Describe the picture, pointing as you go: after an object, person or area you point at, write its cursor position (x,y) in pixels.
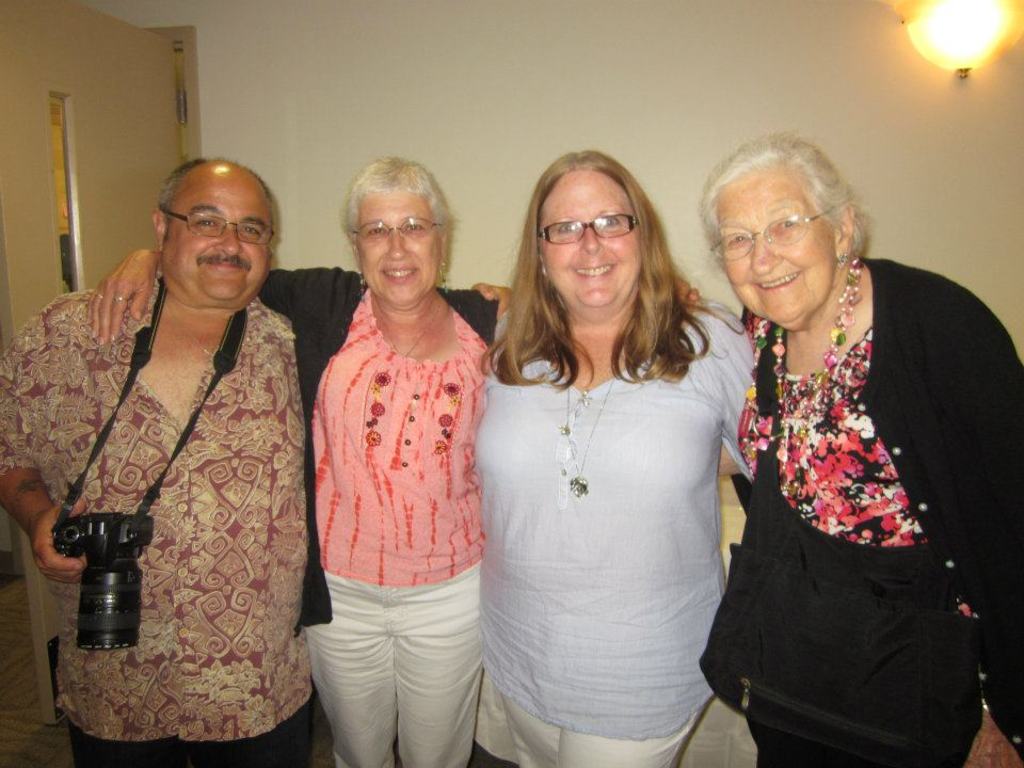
In the image in the center (513,389) we can see four people (562,437) were standing and they were smiling, which we can see on their faces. And the left side person (160,452) is holding camera (56,533). In the background (690,69) there is a wall (712,69), door (144,131) and light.
